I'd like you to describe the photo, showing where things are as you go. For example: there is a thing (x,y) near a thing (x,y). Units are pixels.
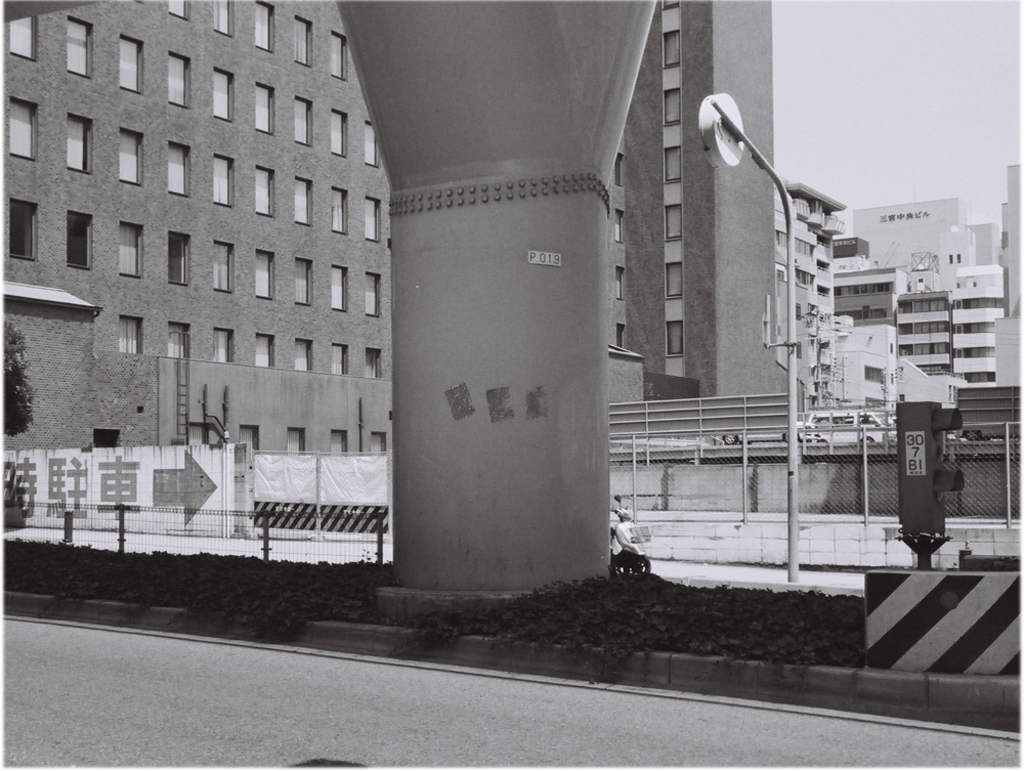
This picture is clicked outside. In the center (484,368) we can see a pillar (487,311), metal rods (797,540), net (324,556) and some plants (104,590). In the background (221,184) we can see the buildings (885,297) and we can see the windows (140,233) of the buildings (125,282) and we can see the sky (824,5) and some other objects (953,489).
